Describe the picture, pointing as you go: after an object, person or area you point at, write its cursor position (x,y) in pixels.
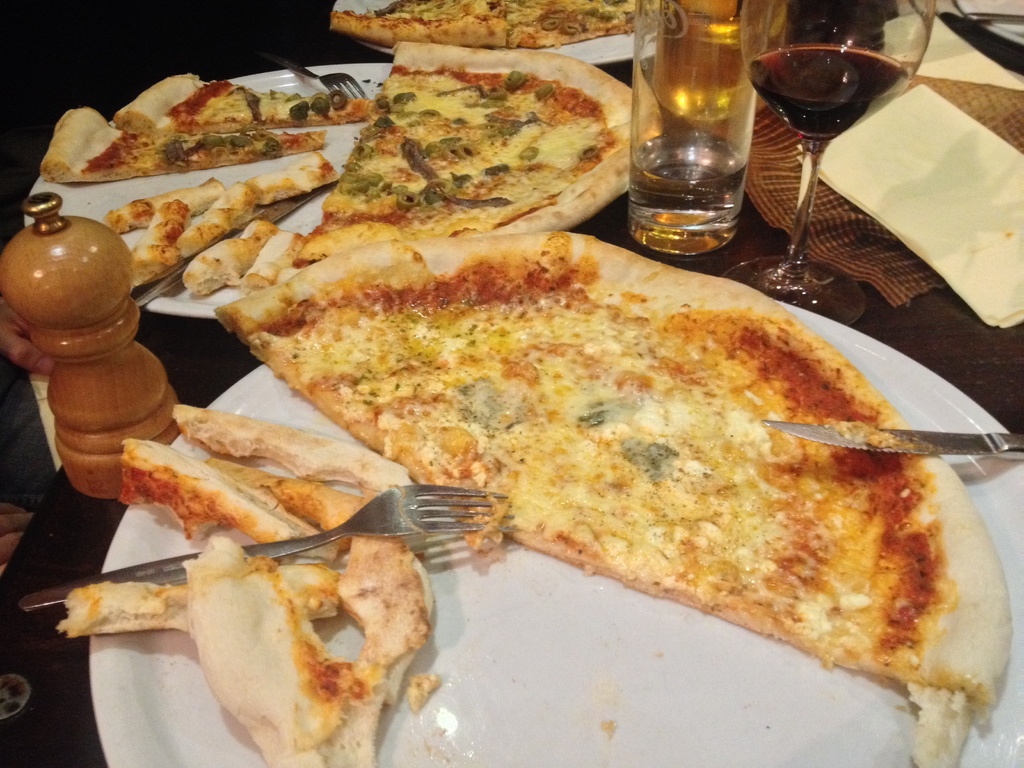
In this picture there is food (484,350) on the plates (668,672). There are plates (657,615), glasses (738,30), forks (127,574), knives (874,432), tissues (969,272) and there is a cloth (919,272) and there is an object (95,422) on the table (80,531). On the left side of the image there is a person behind the table (5,587).
